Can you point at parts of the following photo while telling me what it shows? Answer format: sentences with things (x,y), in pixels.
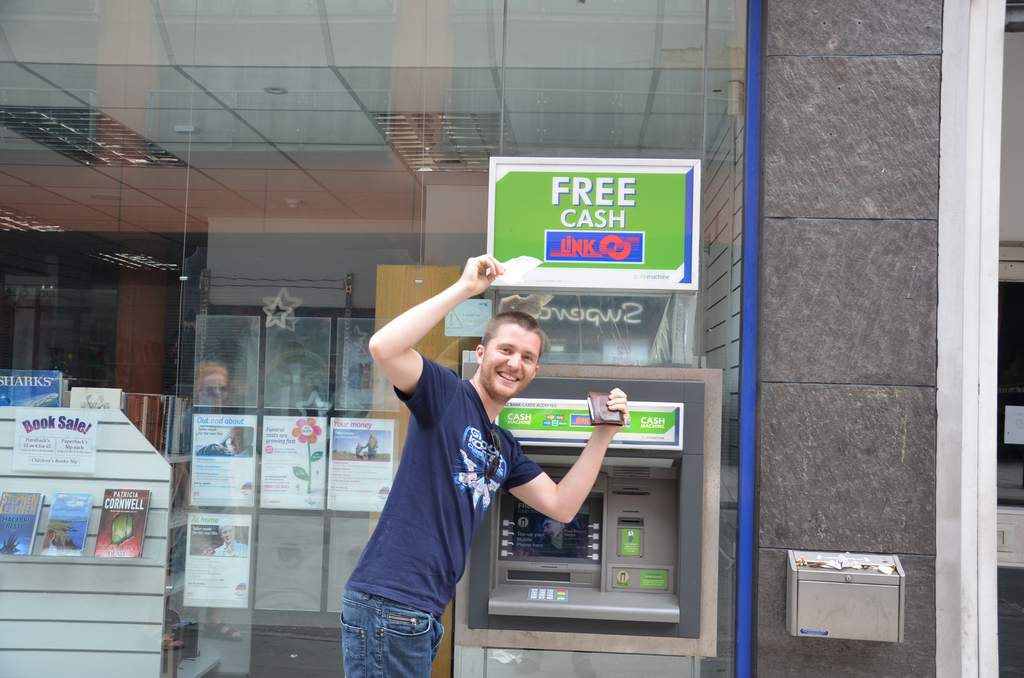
In the picture I can see a man (474,390) and he is holding a wallet (591,403) in his left hand (618,395). He is wearing a T-shirt (399,468) and there is a smile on his face (520,334). I can see the automatic teller machine (589,423) on the right side (683,618). I can see the lighting arrangement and there are books (13,496) on the shelves (157,450).
